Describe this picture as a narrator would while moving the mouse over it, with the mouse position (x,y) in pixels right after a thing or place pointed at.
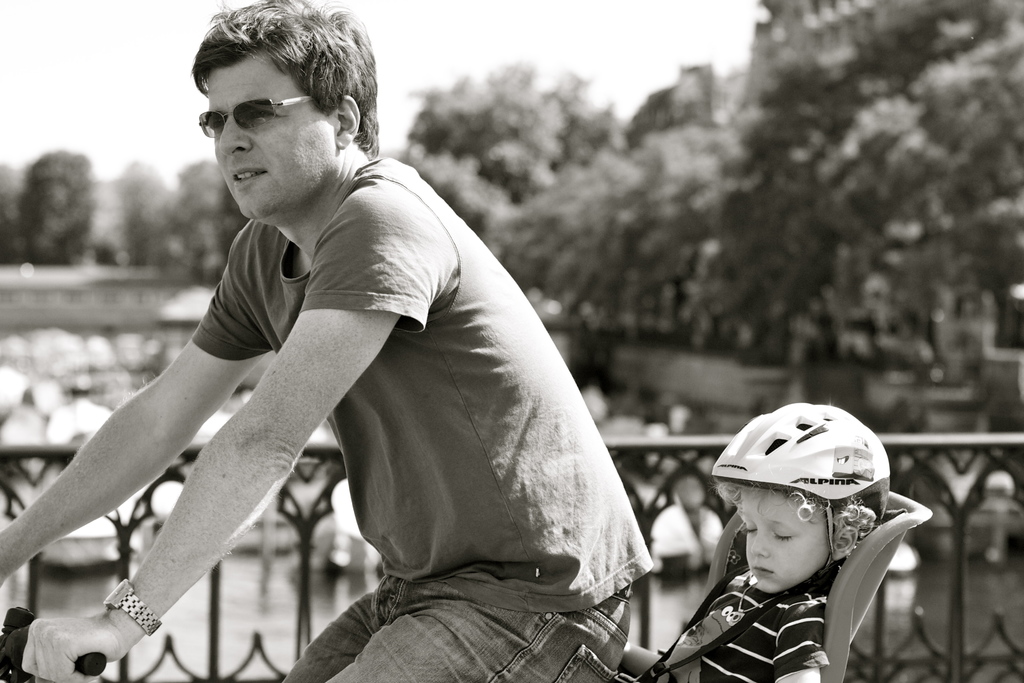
In this picture there is a man (346,170) sitting on the bicycle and there is a boy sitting on the bicycle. At the back (613,437) there is a railing (648,635) and there are boats (44,341) on the water (651,623) and there are trees (771,196). At the top (493,27) there is sky (374,5). At the bottom (235,584) there is water (236,586).
